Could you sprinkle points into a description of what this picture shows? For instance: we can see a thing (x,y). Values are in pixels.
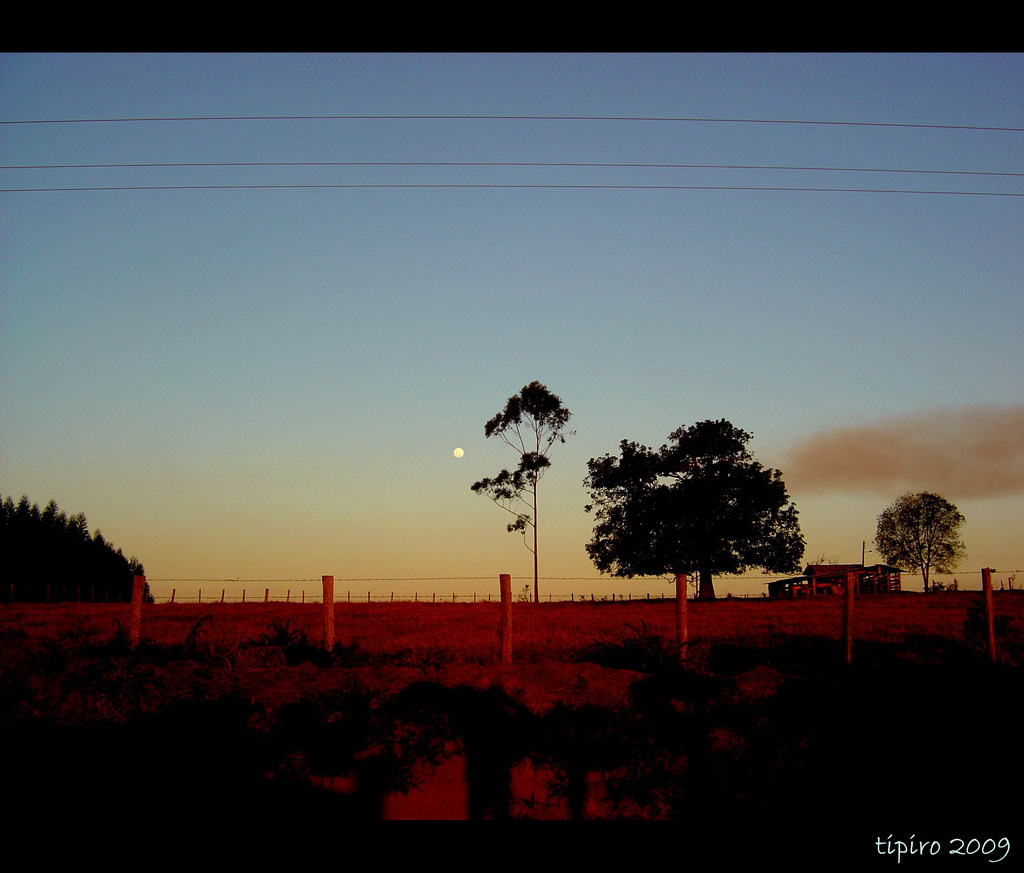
There are bamboos (505,614), trees (733,531), and a boundary (328,587) in the center of the image (493,574) and there is a moon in the sky (465,311) in the background area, it seems to be there is a house (872,569) in the background area (861,578).
